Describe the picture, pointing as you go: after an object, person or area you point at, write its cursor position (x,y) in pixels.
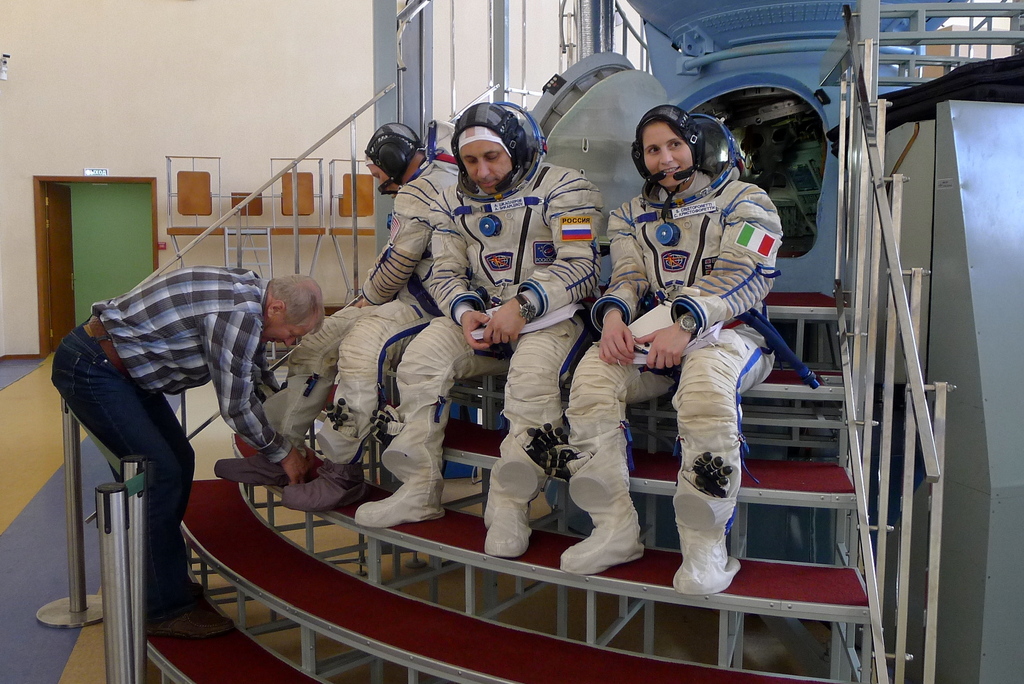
In this picture there are three astronaut (517,192) who are wearing the same dress (435,202) and sitting on the stairs (790,579). On the left (141,312) there is an old man (130,397) who is tying the shoelace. In the background (121,246) we can see the table (182,199) and exit door (107,223). In the top right (828,179) there is a machine (792,77). In the top left corner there is a camera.
